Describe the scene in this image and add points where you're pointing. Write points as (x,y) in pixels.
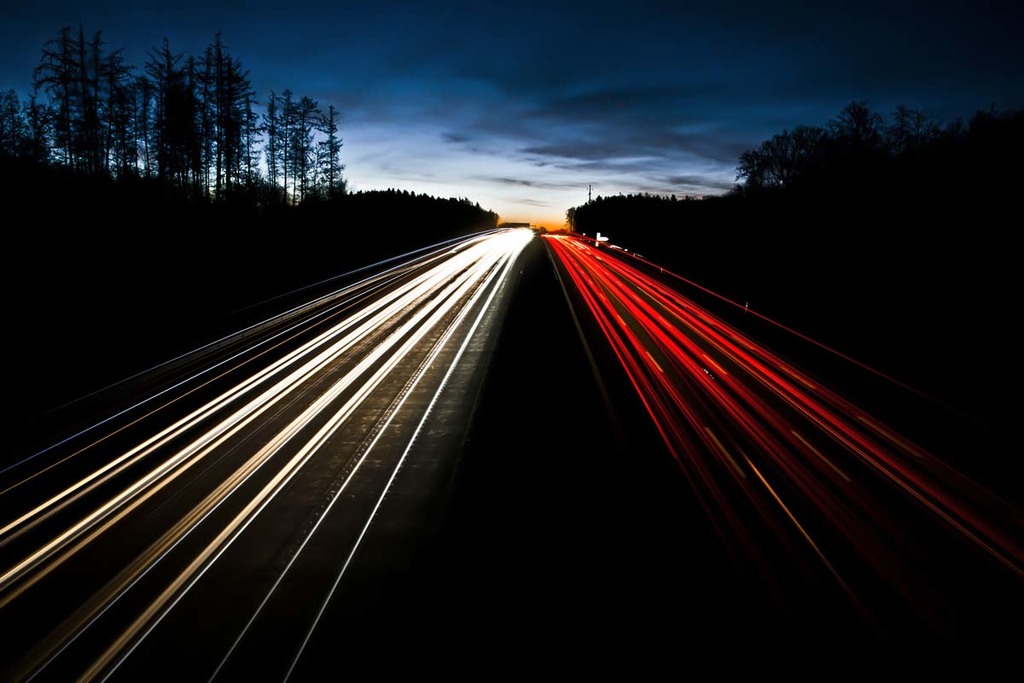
In this picture we can see roads (430,489), trees (233,143), pole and in the background (542,121) we can see the sky (485,81).
